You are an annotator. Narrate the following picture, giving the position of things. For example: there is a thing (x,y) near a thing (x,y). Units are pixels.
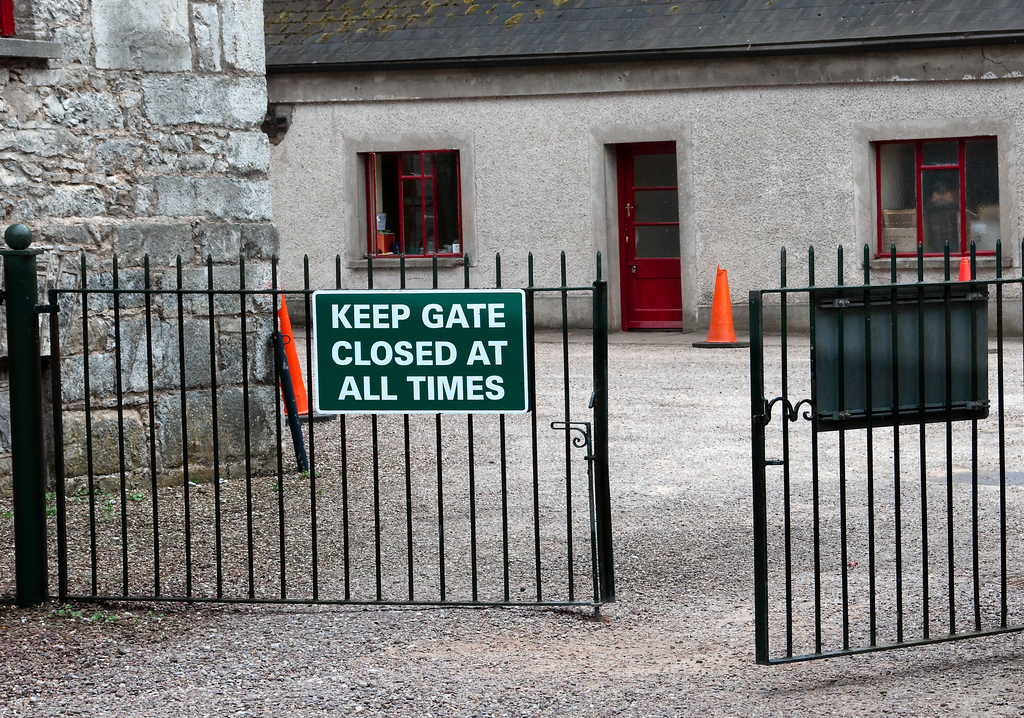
In the picture we can see a two gates (51,314) to the gate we can see a board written as keep gate closed all the times and behind it, we can see a building wall (173,473) and beside it, we can see a house (348,192) with a door (653,299) and windows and the door (660,278) is red in color with a glass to it and on the roof (570,35) of house (456,39) there is black in color.
